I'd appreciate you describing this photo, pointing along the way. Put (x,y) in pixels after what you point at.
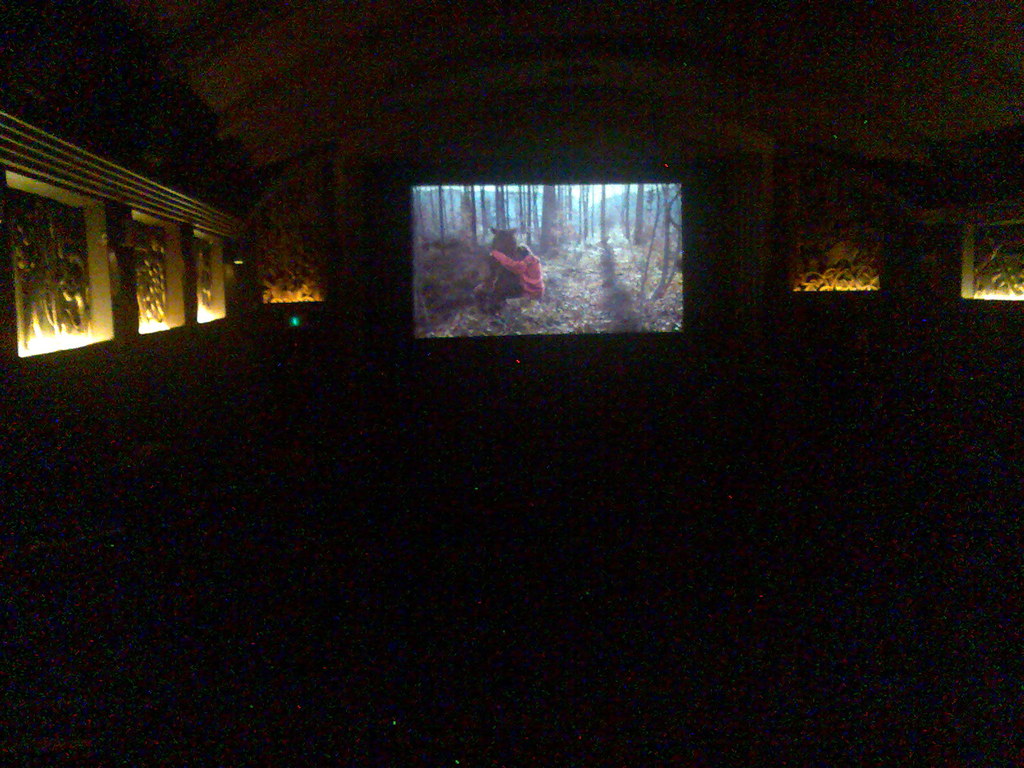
In the picture I can see an image (557,240) on the screen (557,240) and there is a designed wall (154,239) and few lights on either sides of it.
